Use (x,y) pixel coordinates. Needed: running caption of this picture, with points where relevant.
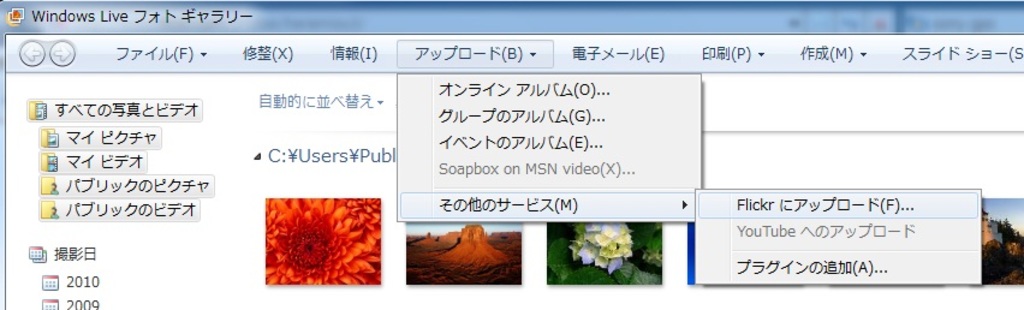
It is the screenshot image of a desktop screen (505,118). In the image we can see that there are some wall papers (492,251) in the middle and there is some text (522,123) above it.
